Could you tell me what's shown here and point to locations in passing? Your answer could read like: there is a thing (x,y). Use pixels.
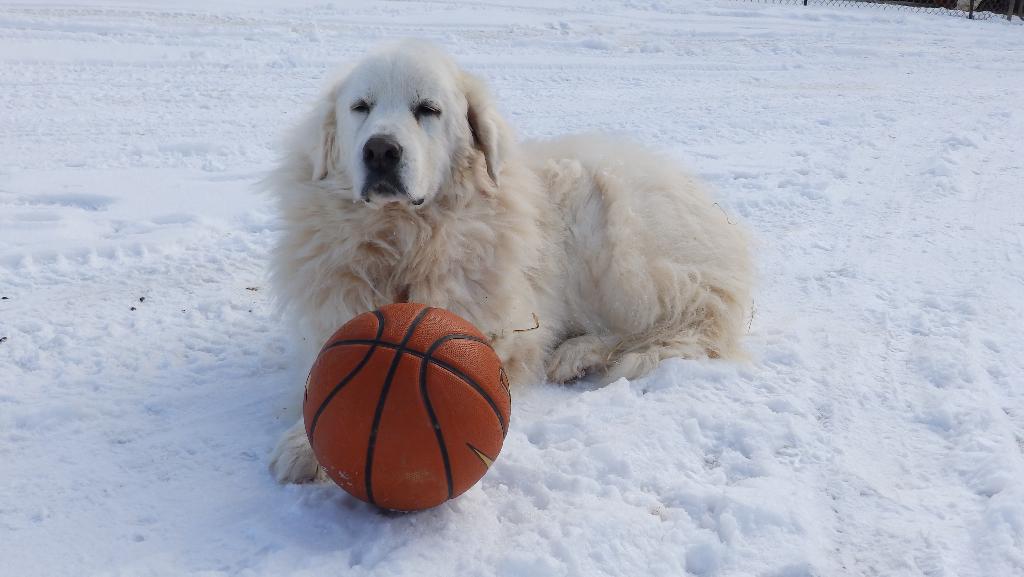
In this picture, we can see a dog (533,229) is laying on the snow (621,401) and in front of the dog (612,375) there is a ball (416,441).
